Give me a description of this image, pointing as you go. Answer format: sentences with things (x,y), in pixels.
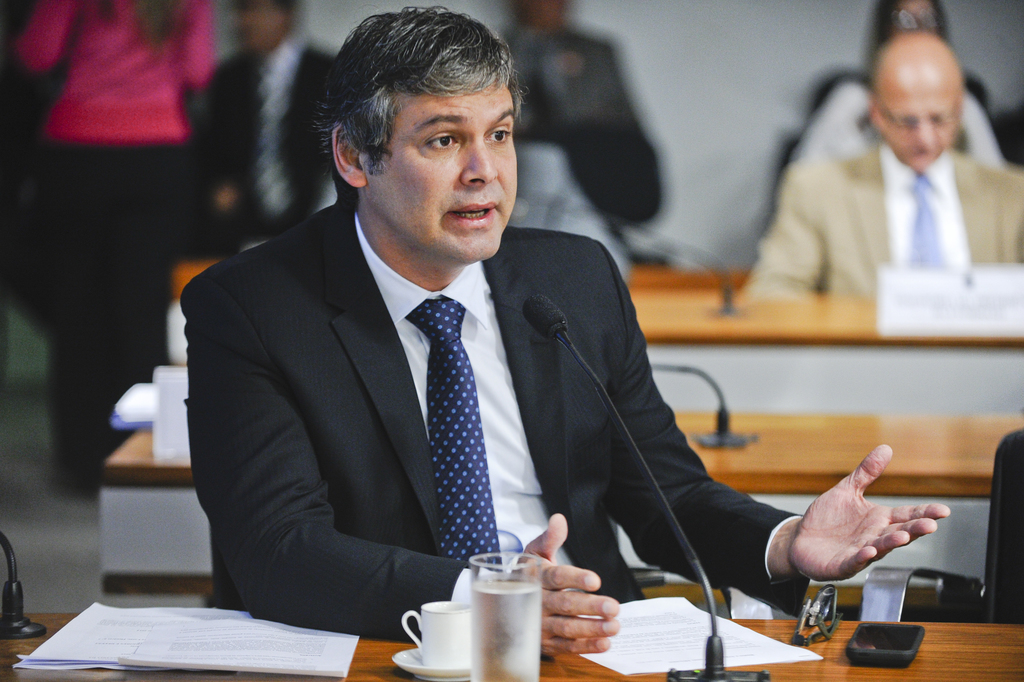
In this image we can see a person (485,468) wearing blazer (609,379) and tie (485,468) is sitting on the chair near the table (339,680) where papers (74,649), cup (422,616), saucer (432,666), glass (477,647) with water (533,675), mics (715,650), spectacles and mobile phone (886,641) and kept on the wooden table (974,646). The background of the image (265,55) is slightly blurred, where we can see a few more people (872,24) sitting on the chairs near the table (801,321) and a person (115,59) wearing pink dress (115,87) is standing on the floor (74,496).
